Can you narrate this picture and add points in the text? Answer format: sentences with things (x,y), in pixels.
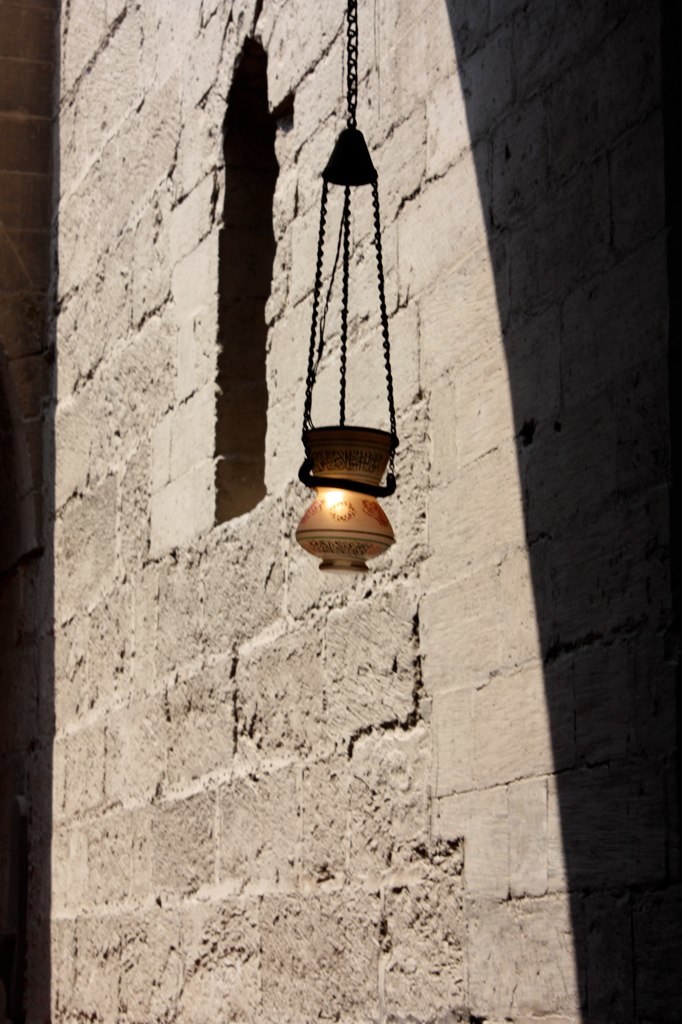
In this image we can see a brick wall (295,744). Also there is an object (313,433) hangs with chain (347,250). Also there is light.
